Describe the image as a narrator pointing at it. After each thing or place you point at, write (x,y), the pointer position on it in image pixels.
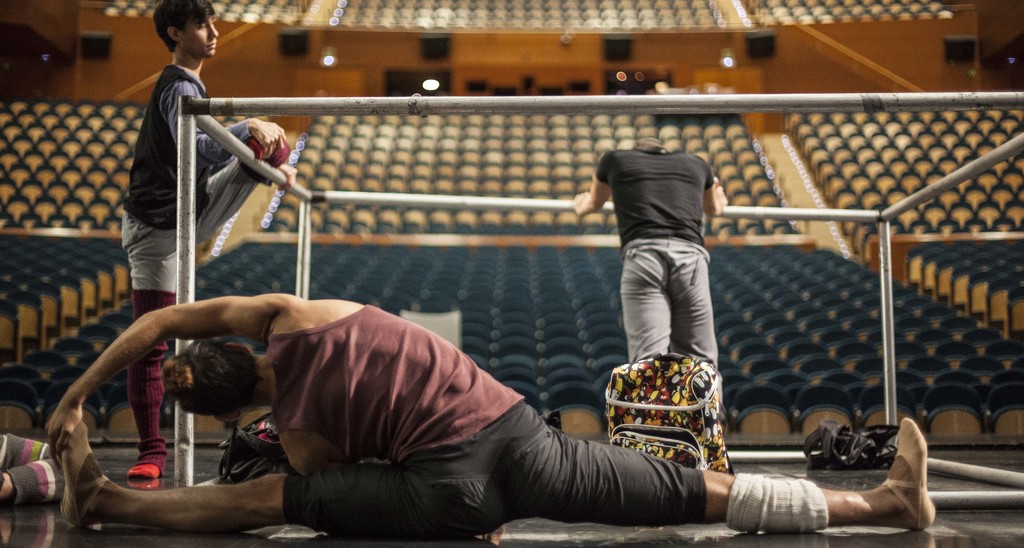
In this picture we can see a person (569,464) stretching body (569,464) on the floor (168,459). There are bags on the floor (28,523). We can see a few poles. There are many chairs (900,162) and lights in the background (571,406).
